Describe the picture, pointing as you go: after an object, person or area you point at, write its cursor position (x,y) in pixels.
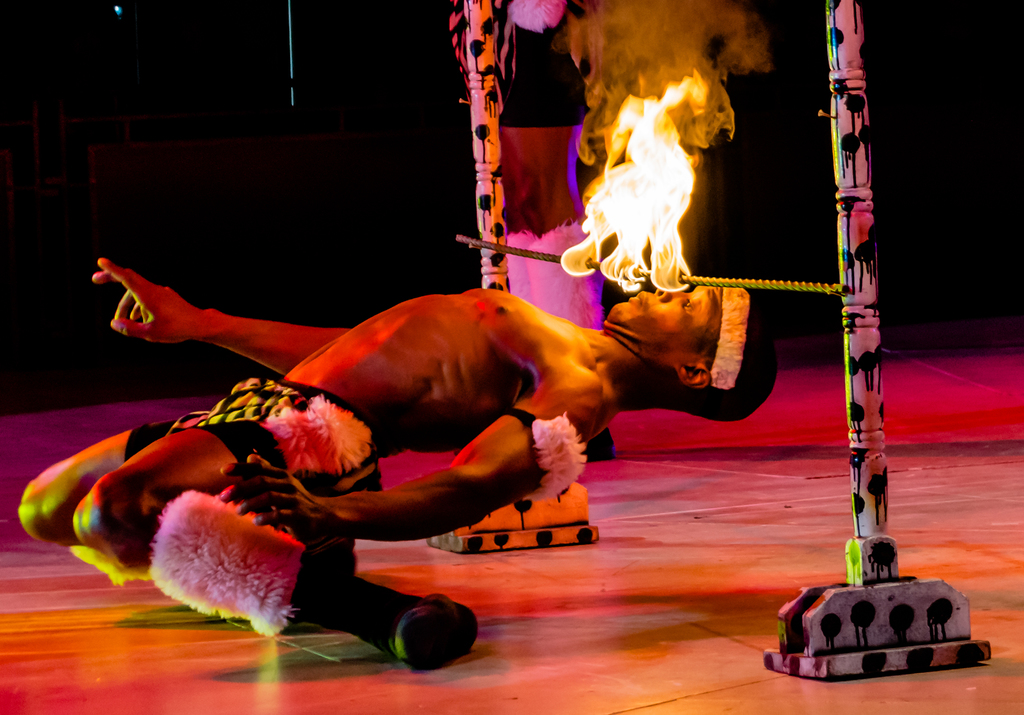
This person (231,401) is looking at this fire (685,288). Fire (642,252) is on the rod (648,272). This rod (538,256) is attached to the poles (839,9).
